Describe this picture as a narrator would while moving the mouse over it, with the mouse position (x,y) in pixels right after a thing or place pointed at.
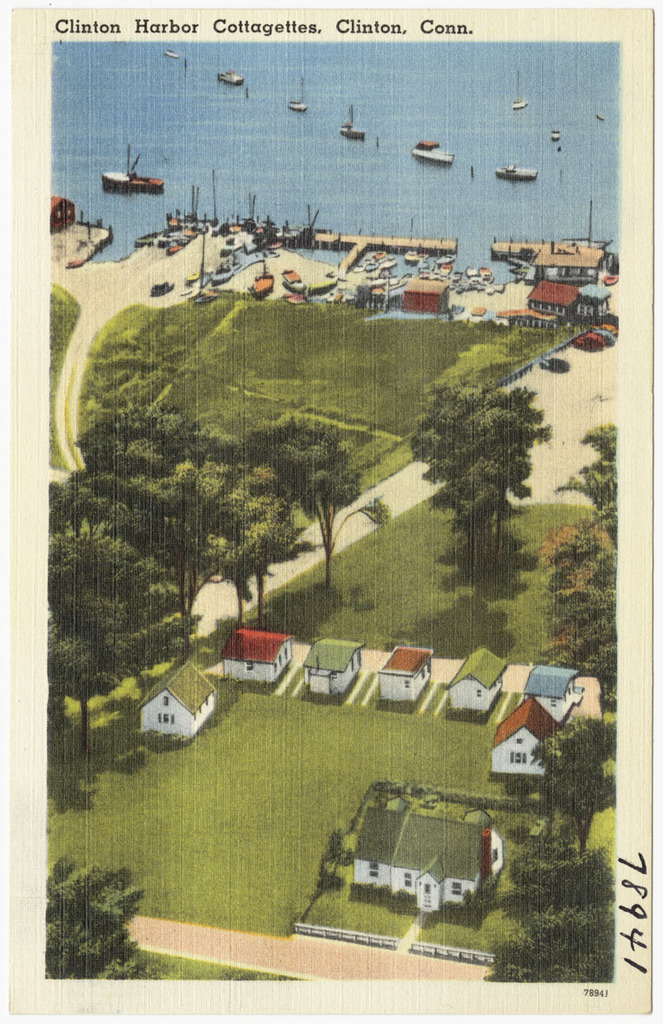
The picture looks like a painting. In this picture we can see the aerial view near a shipyard (378,248). In the foreground (230,523) there are trees (445,492), houses (334,679), grass (299,596) and path (103,306). In the middle of the picture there are buildings (590,272) and water (194,123). At the top (115,129) there is a water body (263,110), in the water (230,137) there are boats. At the top (245,27) we can see text (255,28). At the bottom right corner (631,887) there are numbers (624,911).
